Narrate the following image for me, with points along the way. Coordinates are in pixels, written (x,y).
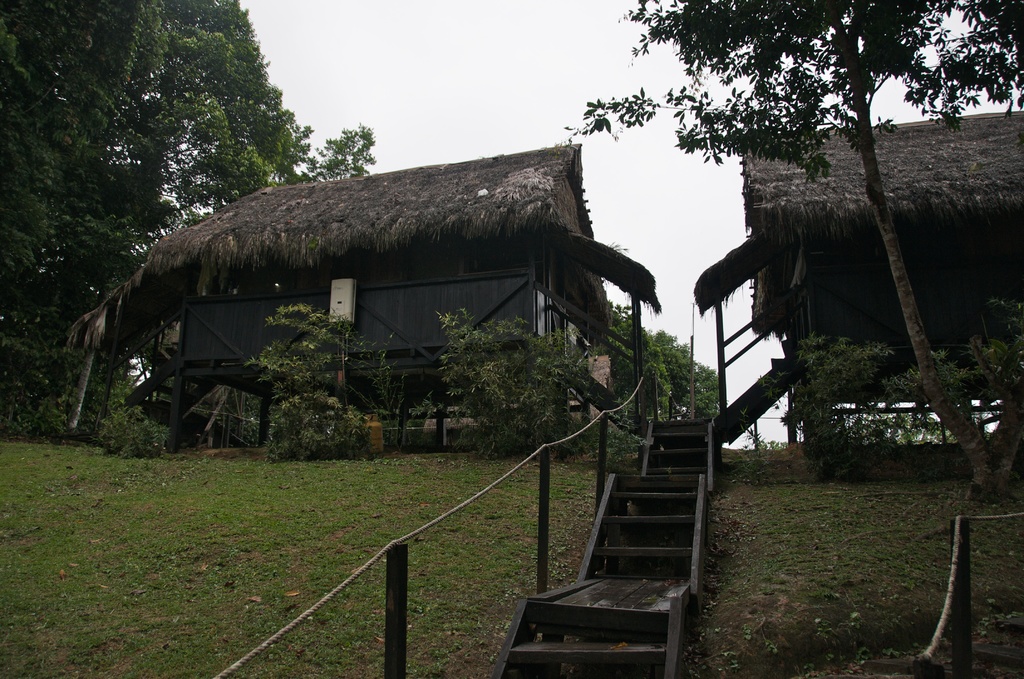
In the middle of the image (651,450) there are wooden steps (631,593). To the side of the steps (677,462) there are wooden poles (406,600) with rope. To the right side of the image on the ground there is a grass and plants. Behind the plants (907,393) there is a hut (958,319) with steps (774,378). And to the left side (246,303) there is another hut (503,300) with steps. To the top left corner of the image (81,66) there is a tree (135,19). And in the background (158,97) there are trees (269,131) and also there is a sky (517,29).
